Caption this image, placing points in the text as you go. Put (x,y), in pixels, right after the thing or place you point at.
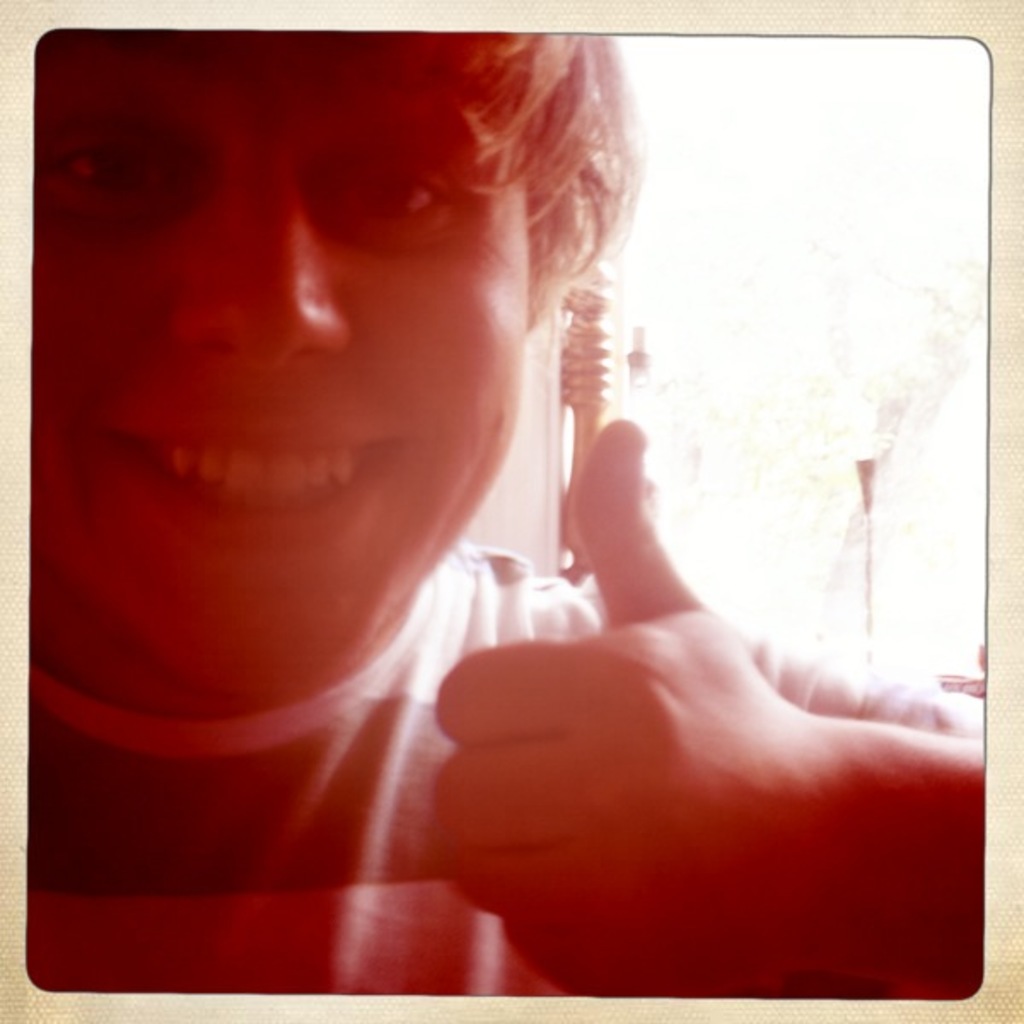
In this image we can see a person (492,742) wearing a t shirt (367,781) is showing his thumb finger (634,549). In the background (572,544) we can see group of poles (603,392).
